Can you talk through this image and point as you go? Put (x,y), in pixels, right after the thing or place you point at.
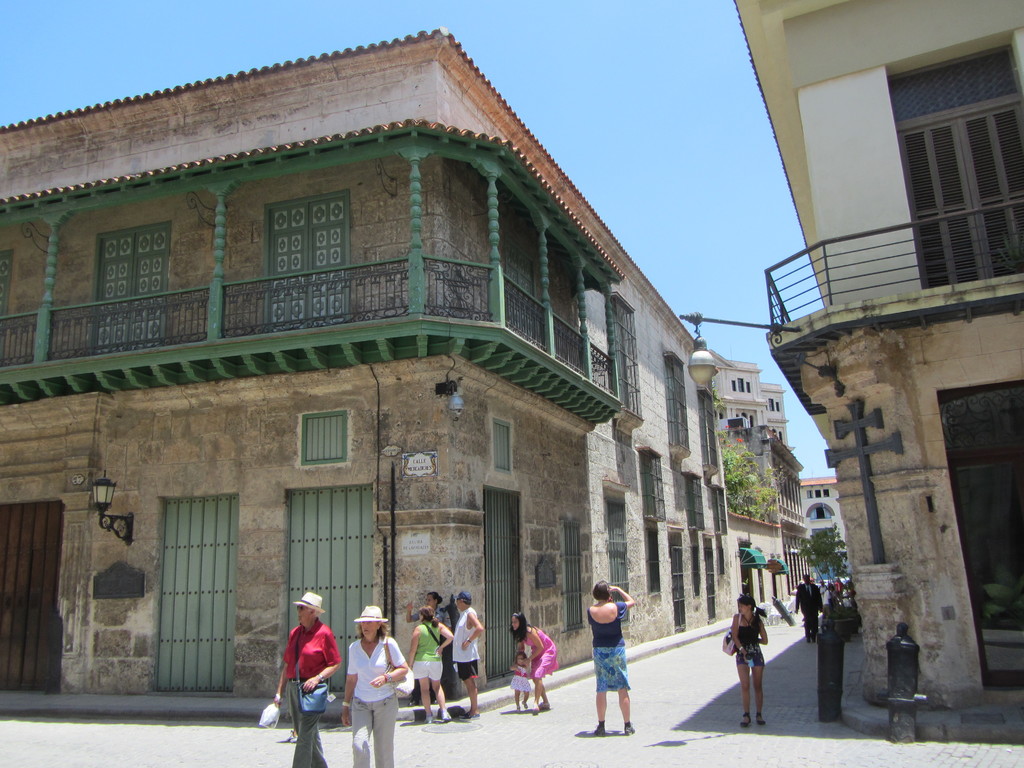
In this image, there are a few people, buildings (955,618) and trees (831,541). We can also see the ground (543,723) with some objects (902,693). We can also see the sky (672,261).
